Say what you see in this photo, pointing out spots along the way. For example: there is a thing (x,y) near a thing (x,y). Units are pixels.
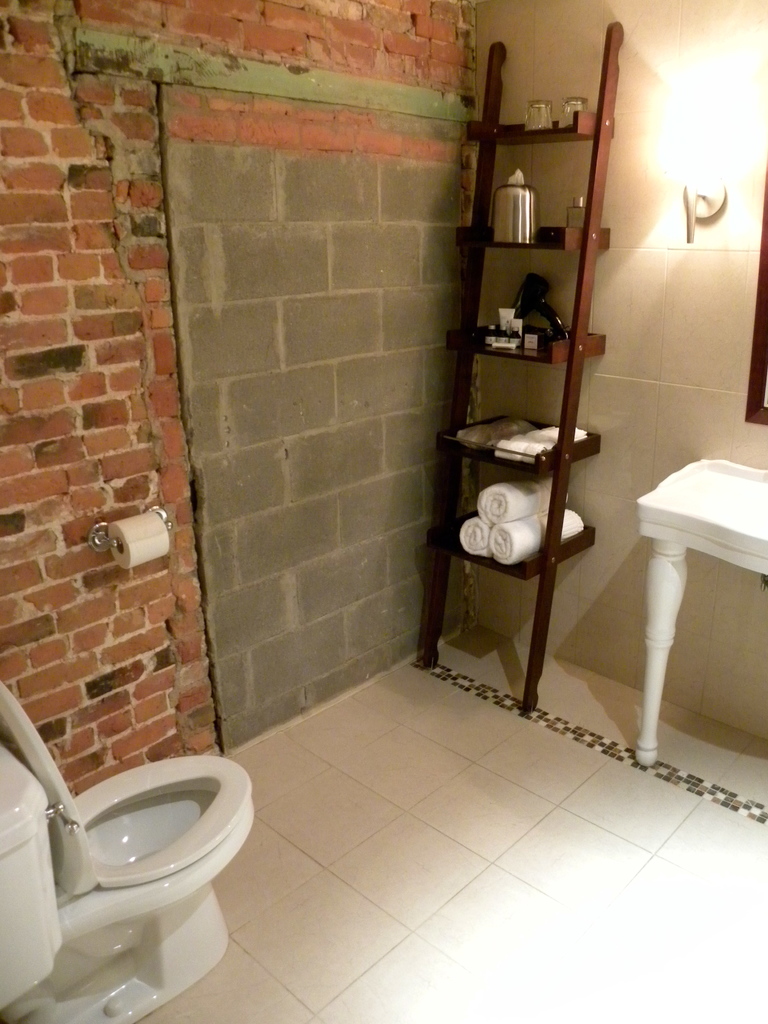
This is a picture of a image taken in a house (387,513) this looking like a toilet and the floor (407,891) is covered with white tiles (456,871) on the floor (458,677) there is a shelf (498,544) on the shelf (508,570) there is a towels (488,507), glass (546,114). Background of this is a wall (97,310).
